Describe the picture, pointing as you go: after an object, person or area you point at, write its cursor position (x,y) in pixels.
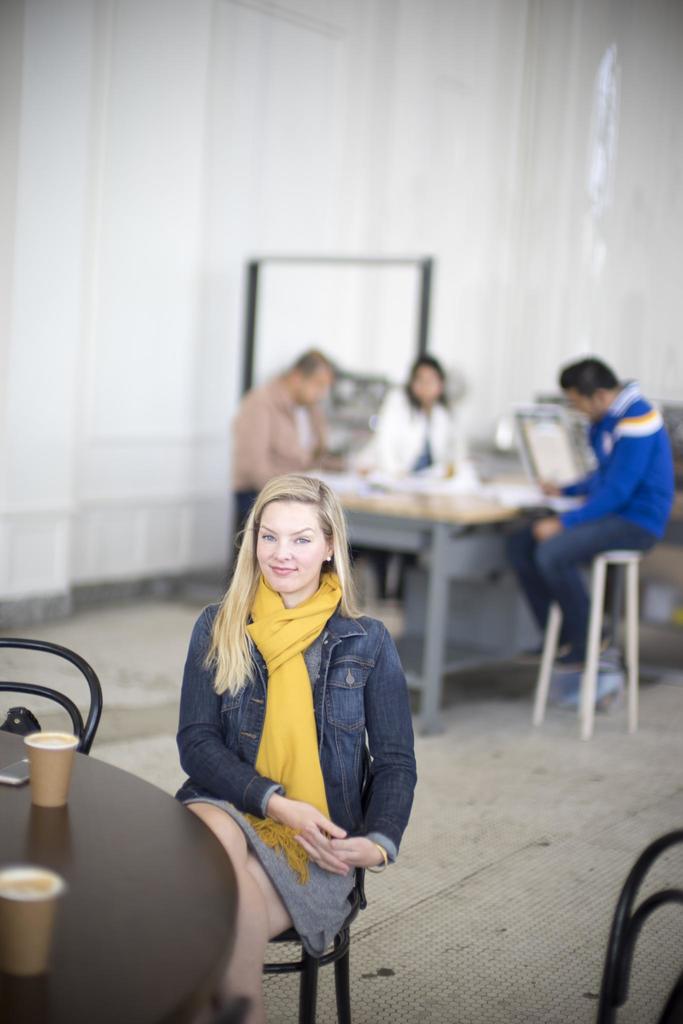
In the center of the image (237,575) there is a lady (287,927) sitting on a chair (277,968). On the left (135,878) there is a table (83,830). There are glasses (30,945) and a mobile (8,778) placed on the table (157,906). There are chairs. In the background (572,579) there are three people (543,525) sitting around a table (472,535).
